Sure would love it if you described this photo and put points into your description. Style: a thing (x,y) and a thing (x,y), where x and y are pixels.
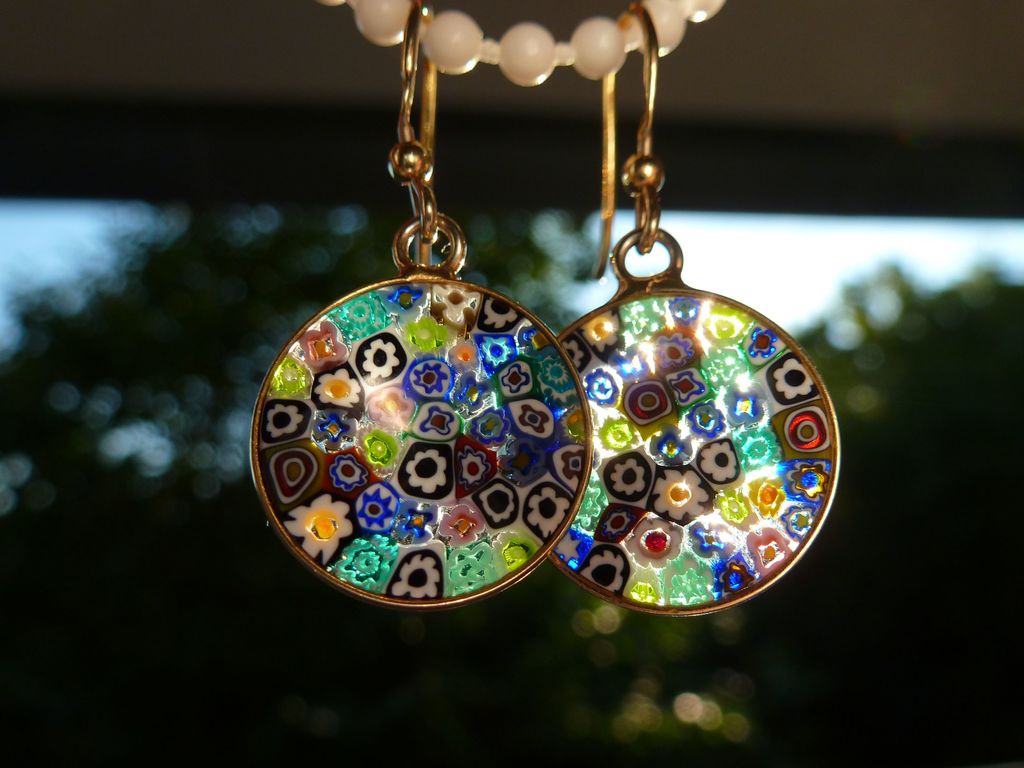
In the foreground of this image (431,472), there are two earrings (679,344) hanging to the white beads chain (532,34) and the background (1010,625) image is blurred.
